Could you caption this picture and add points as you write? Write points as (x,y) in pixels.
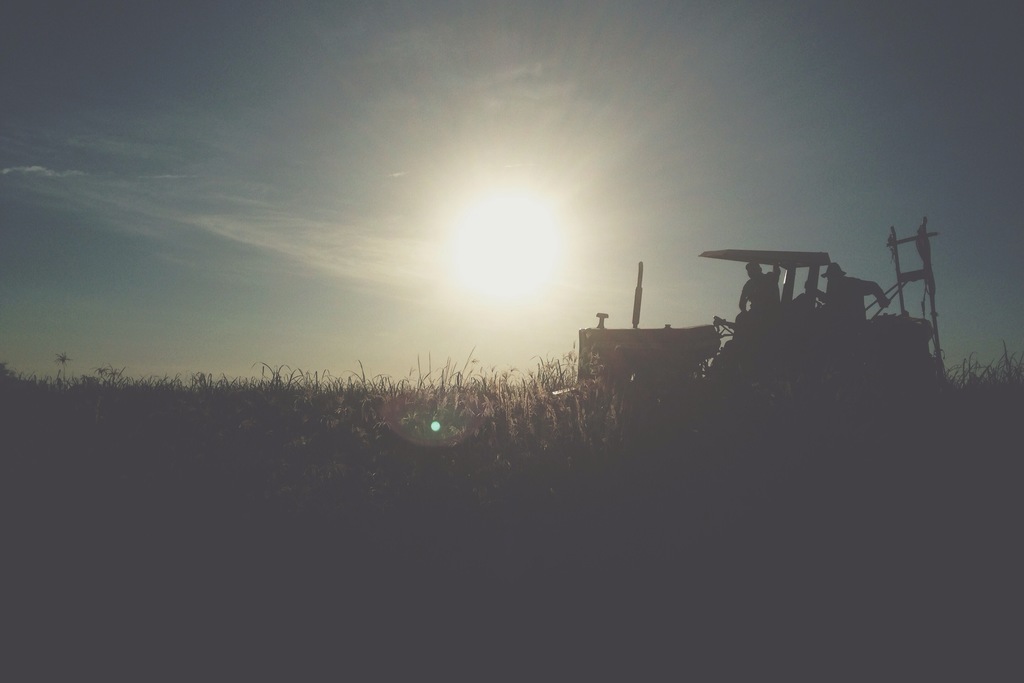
In this image we can see two men (824,310) sitting on the vehicle (817,312). One man (838,309) is holding a pole (899,297) in his hand (879,301). In the foreground (466,423) we can see some plants (523,405). In the background (479,189), we can see the sun (462,212) in the sky (374,215).
